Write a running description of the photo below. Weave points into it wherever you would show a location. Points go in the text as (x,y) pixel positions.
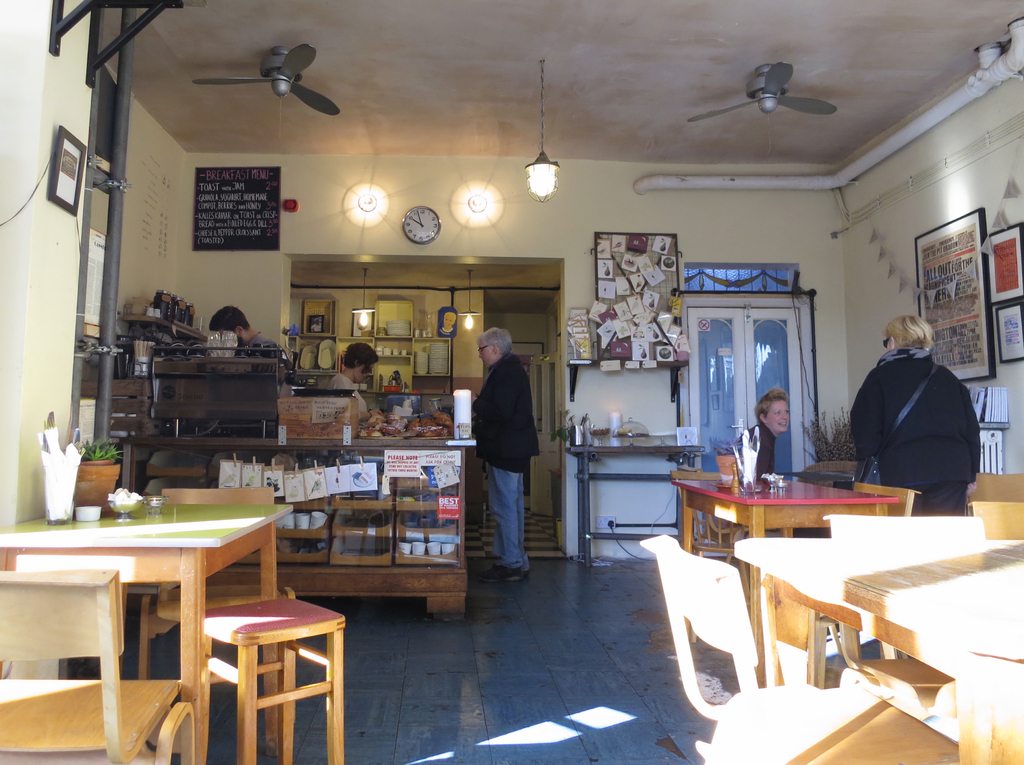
The image is taken inside the room (558,406). On the left (100,544) there is a table (183,637) and on the right (942,492) there is a lady (860,445) standing next to her. There is another lady (772,469) sitting. In the center (486,355) there is a man (493,489) standing near the counter (427,504). There are two people (363,411) in the counter (410,439). In the background (416,288) there is a door (548,390) and a wall (568,252). There is a clock (426,240) which is attached to the wall (625,219). At the top (546,191) there is a chandelier (552,189) and fans (320,101).
